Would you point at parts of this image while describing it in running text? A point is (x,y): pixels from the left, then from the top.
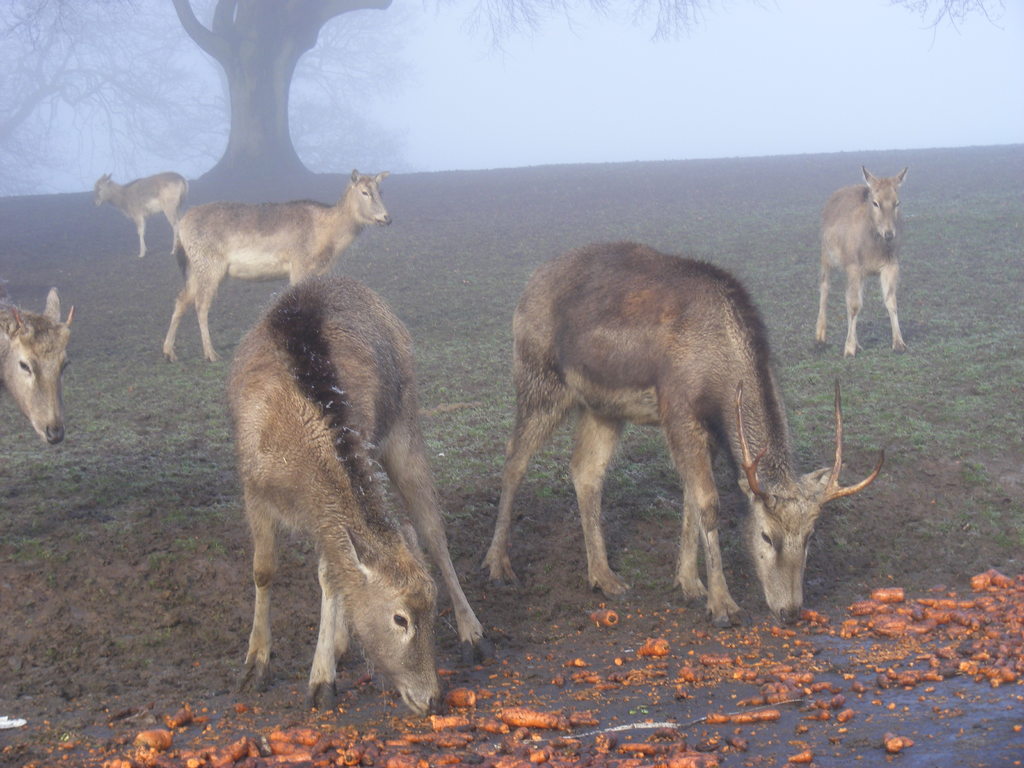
In this picture we can see there are some animals (381,387) on the path (73,646) and behind the animals (351,339) there are trees (272,49) and fog (818,98). In front of the animals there are some things (344,759) on the path (542,673).
